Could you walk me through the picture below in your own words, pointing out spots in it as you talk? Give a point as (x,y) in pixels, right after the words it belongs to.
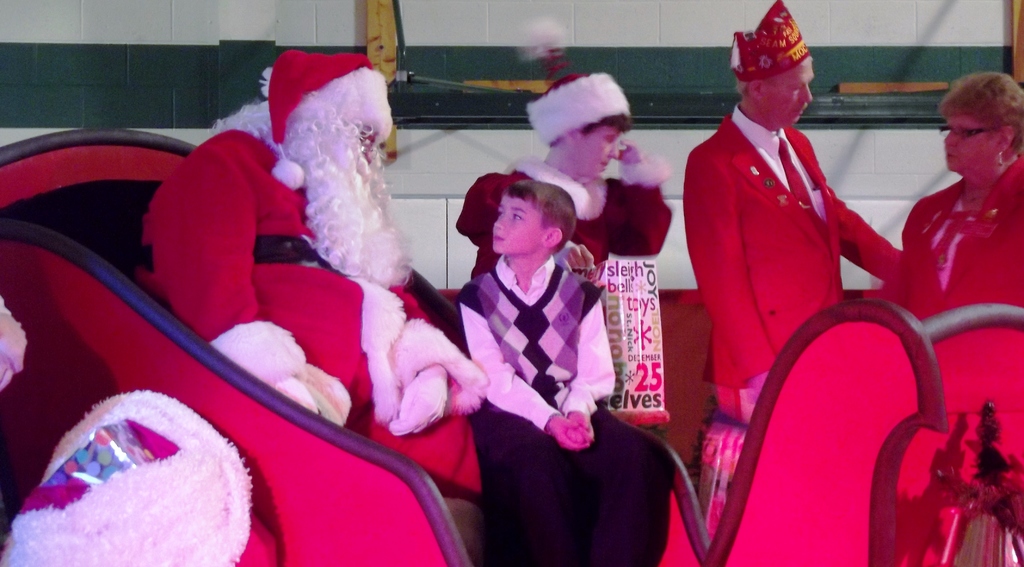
In this image, we can see few people (374,389). Here we can see a person (355,347) is wearing a santa claus costume (306,320). Beside him a boy (578,403) is sitting. Here we can see a poster (633,360). Background (488,63) there is a wall (473,33).
